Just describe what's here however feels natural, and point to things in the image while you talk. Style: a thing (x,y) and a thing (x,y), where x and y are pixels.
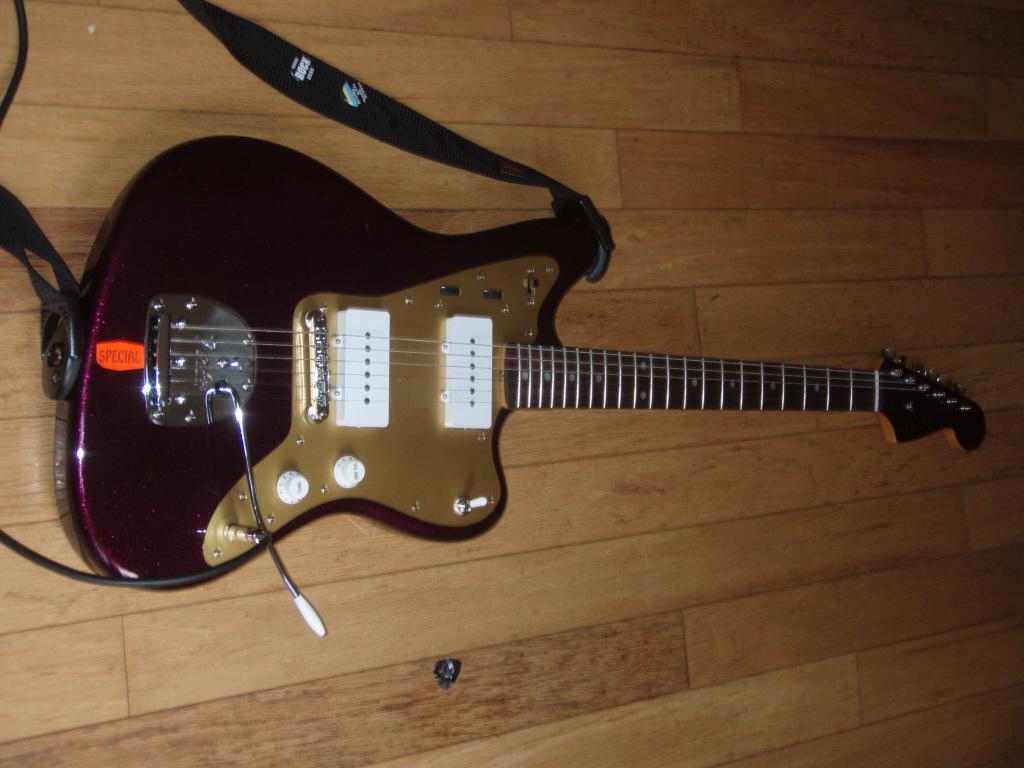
There is a guitar (623,372) in the foreground area of the image (553,361).
